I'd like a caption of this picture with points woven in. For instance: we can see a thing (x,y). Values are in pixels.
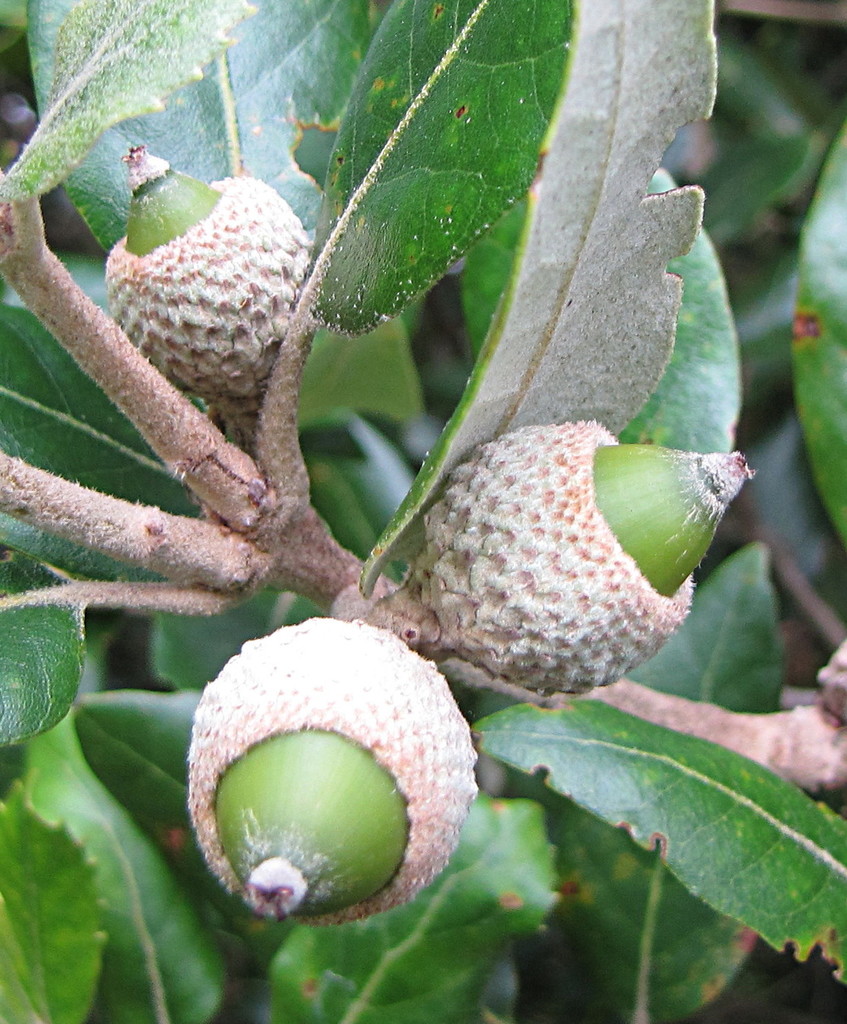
In this image we can see some fruits (262,658) on the plant (400,599).
